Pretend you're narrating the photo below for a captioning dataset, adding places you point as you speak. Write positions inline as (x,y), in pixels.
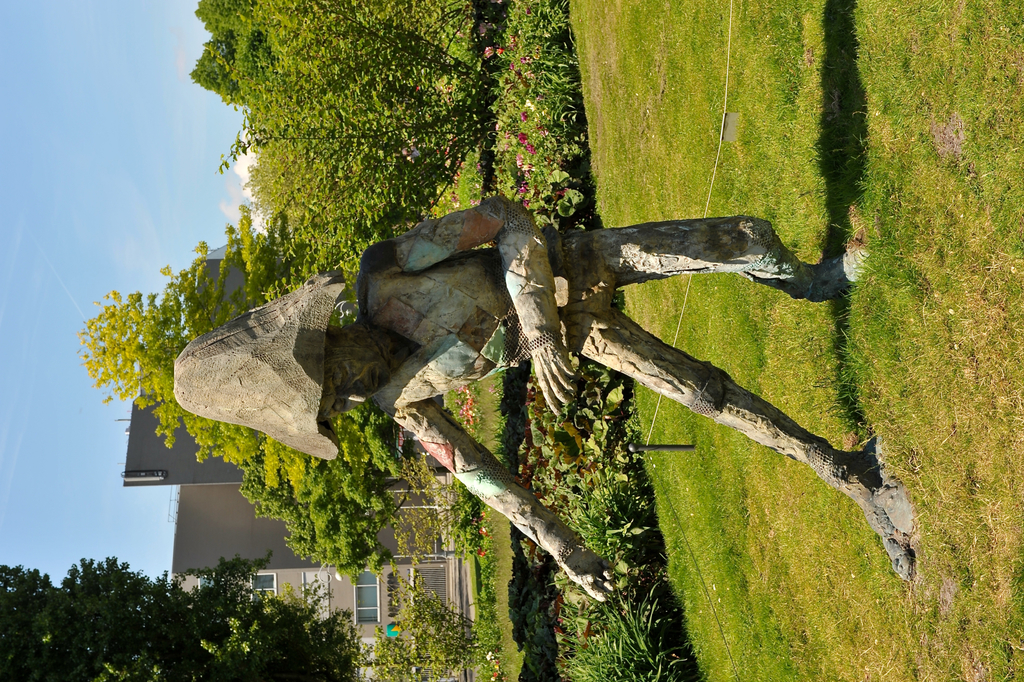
In this picture I can see a statue (390,348) in front (724,261) and it is on the grass (626,112). In the middle of this picture (541,427), I can see number of trees (411,54) and plants (538,86). In the background (84,471) I can see the buildings (228,288) and the sky (76,275).
